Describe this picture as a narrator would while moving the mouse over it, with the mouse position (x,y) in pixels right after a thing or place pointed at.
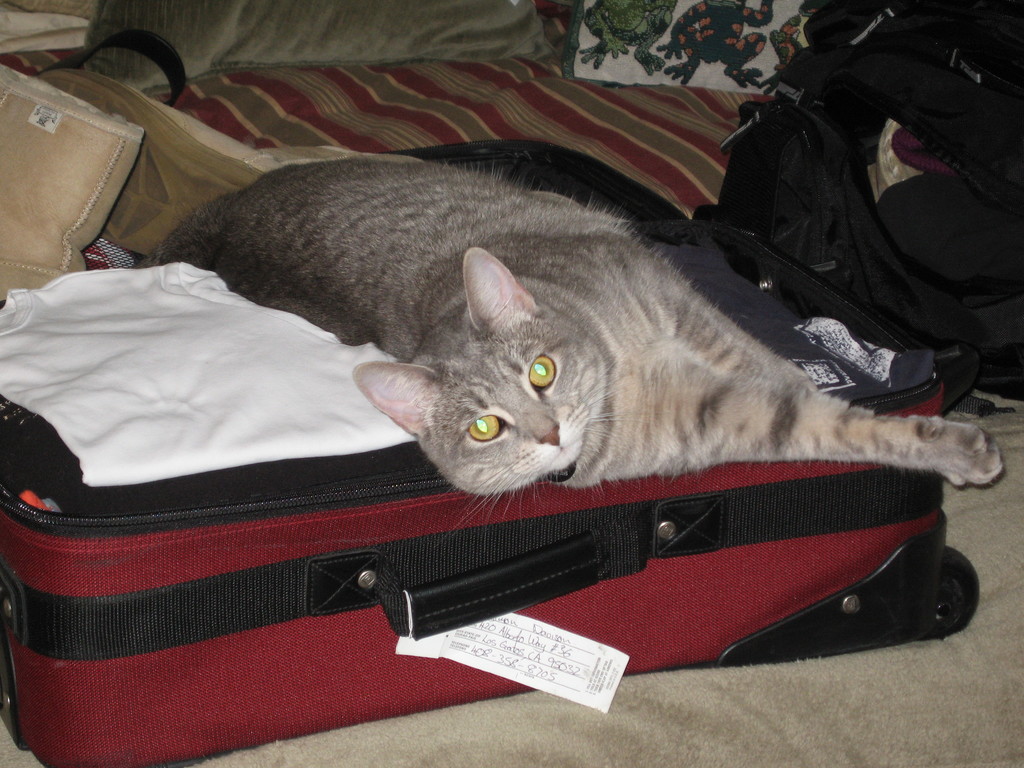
In the image there is a cat (436,197) lying on a suitcase (413,564) which is on the bed (832,708).
